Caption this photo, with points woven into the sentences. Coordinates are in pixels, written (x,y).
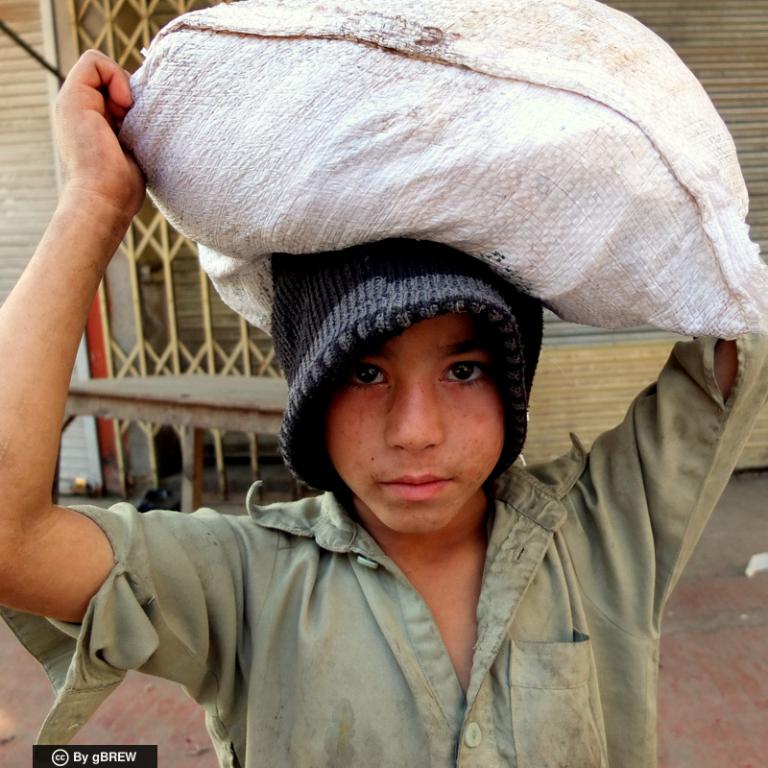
In this image we can see a boy (347,543) who is wearing green color shirt (351,673) and black cap (333,295) and holding white color sack (395,147) on his head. Behind shop (718,67) is there.
